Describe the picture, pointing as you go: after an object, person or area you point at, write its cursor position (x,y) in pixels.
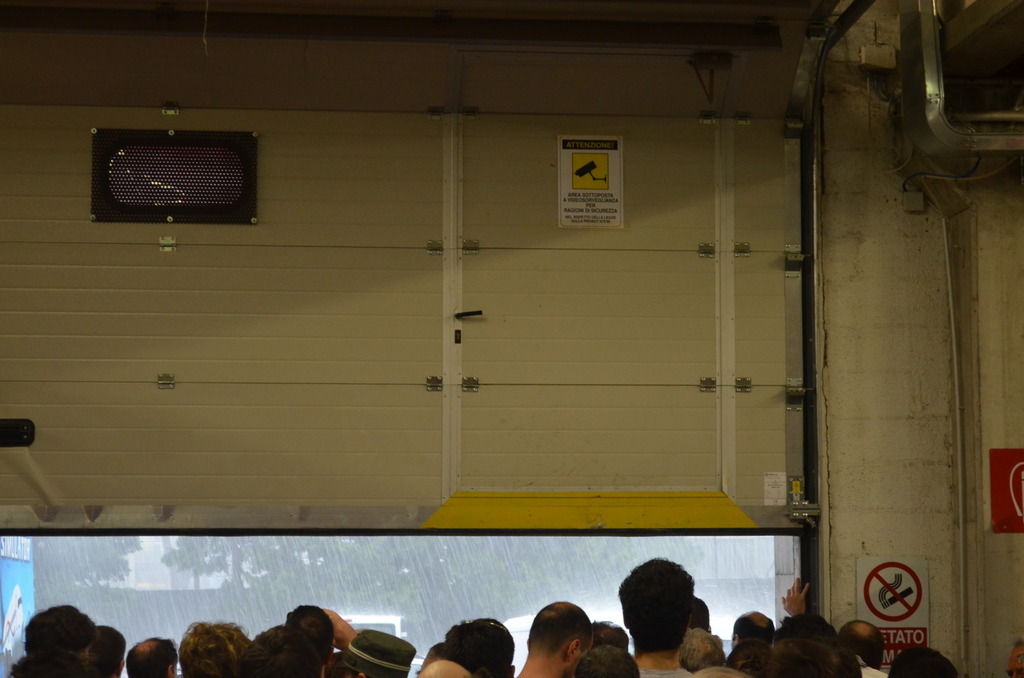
In this image I can see group of people (227,664) inside the room (398,180), beside them there is a pipe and poster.
